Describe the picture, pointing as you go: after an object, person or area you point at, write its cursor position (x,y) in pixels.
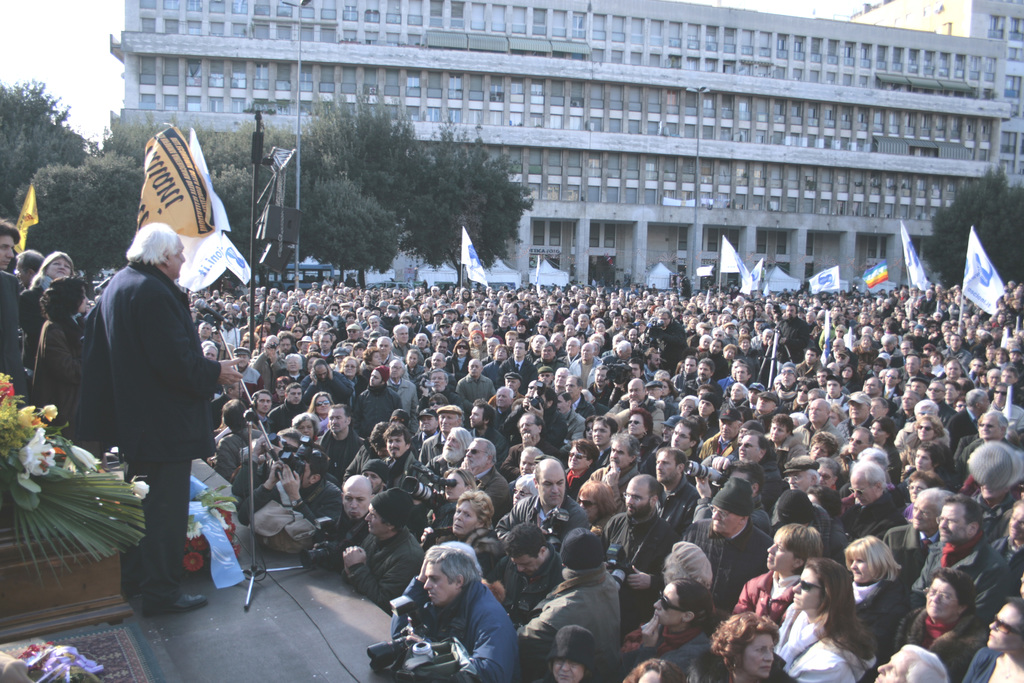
In this image at the bottom (871,516) there are many people (596,502) who are standing and on the left side (289,600) there is a stage (295,616). On the stage (341,638) there are some people (71,327) who are standing and there are some boxes (81,563) and flower bouquets (80,506) and speakers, and also there are some poles (253,210) and wires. In the background (386,128) there is a building (584,148) and some trees (348,191), at the bottom (435,505) there are some people (420,534) who are holding cameras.
